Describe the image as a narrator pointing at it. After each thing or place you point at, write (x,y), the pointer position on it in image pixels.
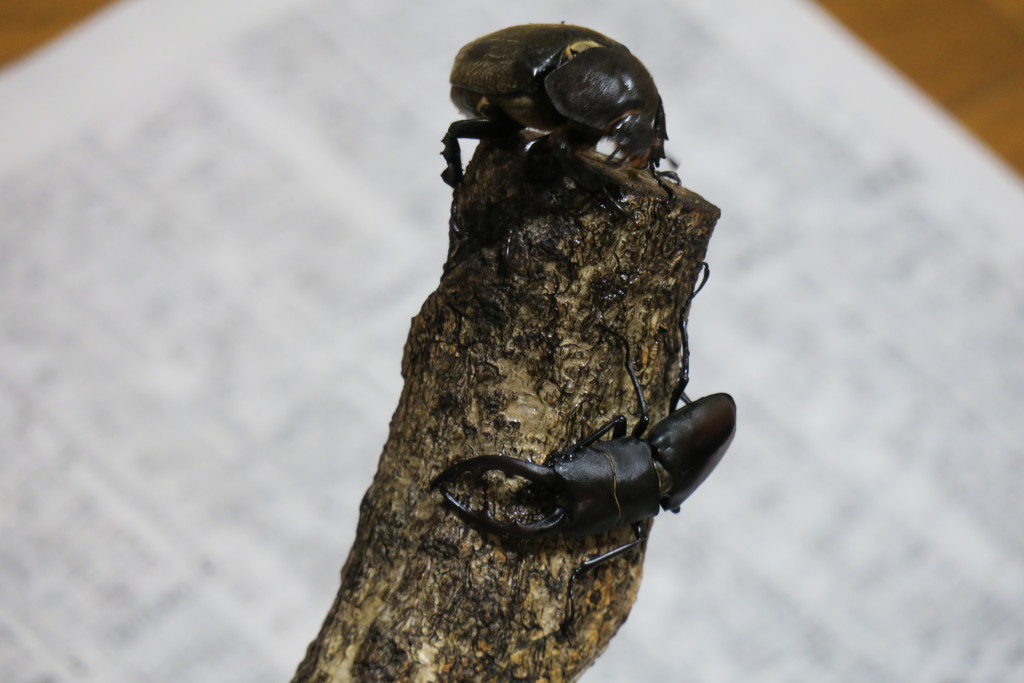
In this image I can see a wooden log (549,341) and two insects (684,465) which are black in color on the wooden log (578,353). In the background (349,114) I can see brown and white colored objects (856,265).
